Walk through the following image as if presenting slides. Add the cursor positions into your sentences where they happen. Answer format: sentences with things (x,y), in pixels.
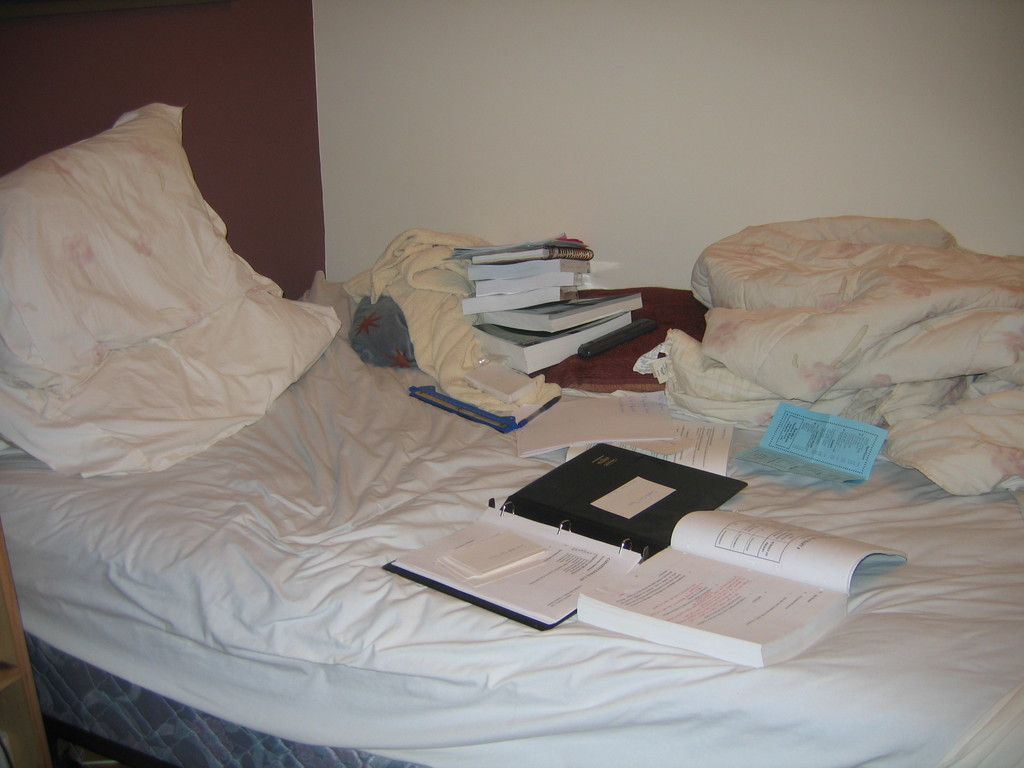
In this picture we can see a bed (201,581), here we can see a pillow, clothes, books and some objects (374,349) and we can see a wall (821,102) in the background (770,110).
